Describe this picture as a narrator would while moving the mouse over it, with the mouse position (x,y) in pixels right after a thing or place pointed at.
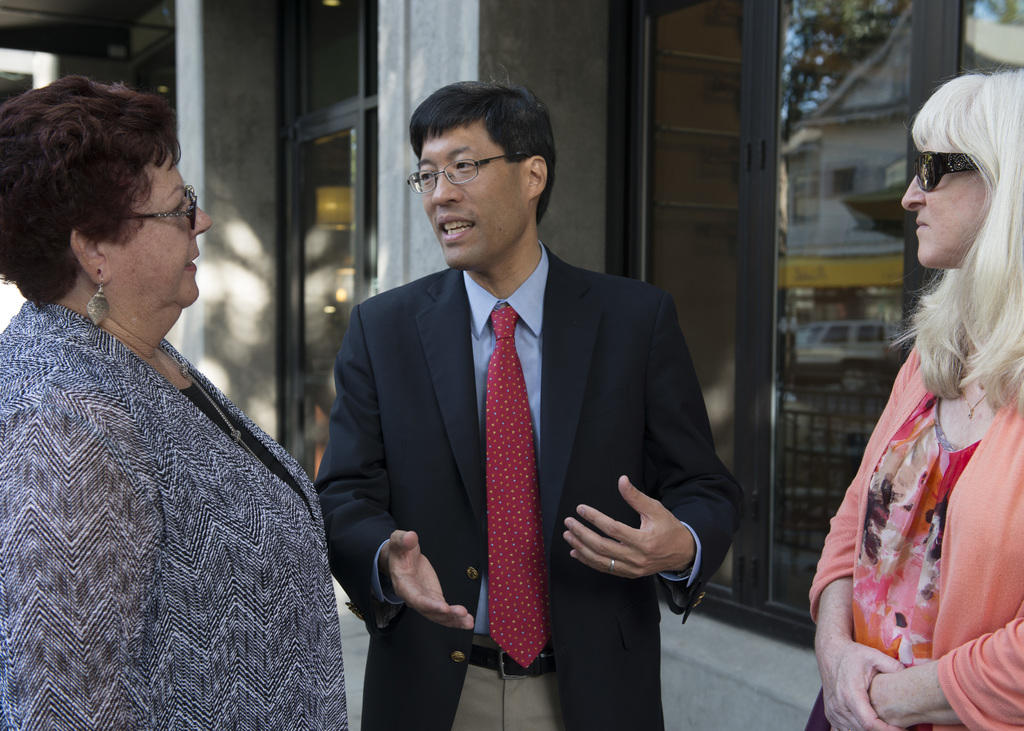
In this image, we can see people (505,341) wearing glasses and standing. In the background (421,69), there are buildings (613,91).
